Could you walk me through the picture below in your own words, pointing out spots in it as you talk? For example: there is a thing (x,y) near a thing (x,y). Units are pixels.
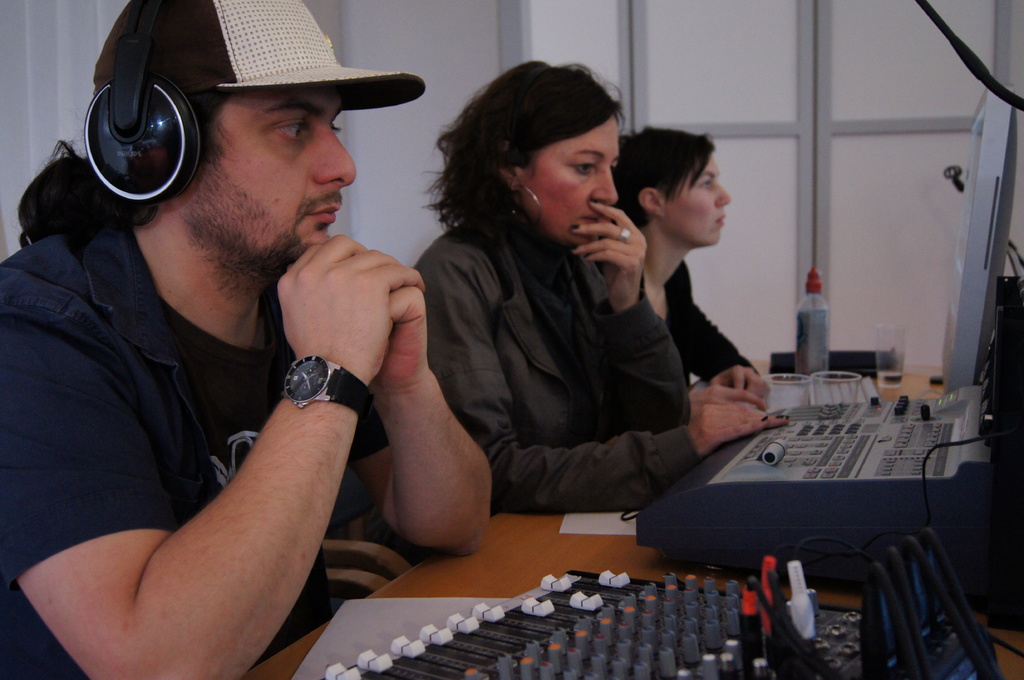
There are total three people (576,346) they are sitting in front of a table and some equipment (763,536) is kept on the table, they are working on it and behind the people (497,361) there is a white color wall (475,63).
